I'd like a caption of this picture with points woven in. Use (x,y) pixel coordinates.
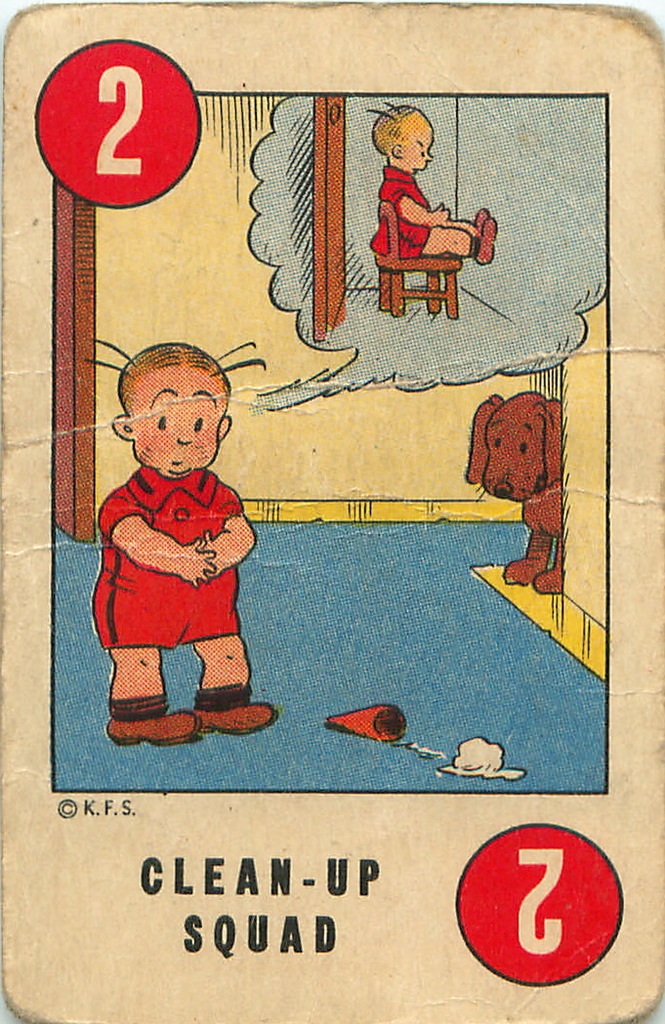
In this image I can see a poster (199,21). I can see some text (171,870) on it. There is a drawing (214,784) of a kid (248,677) and a dog (471,460) on it.
